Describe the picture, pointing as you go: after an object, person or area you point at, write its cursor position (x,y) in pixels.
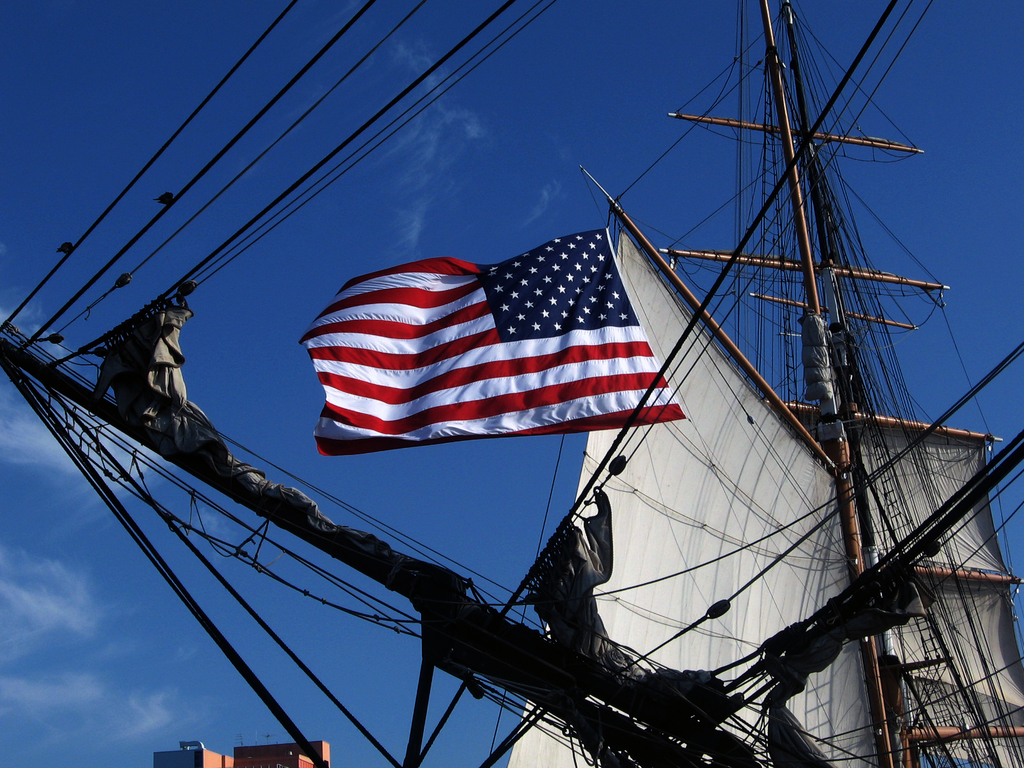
This picture looks like a boat (644,654) and I can see a flag (490,375) and I can see a building (187,759) at the bottom of the picture (211,747) and I can see a blue cloudy sky (483,212).
